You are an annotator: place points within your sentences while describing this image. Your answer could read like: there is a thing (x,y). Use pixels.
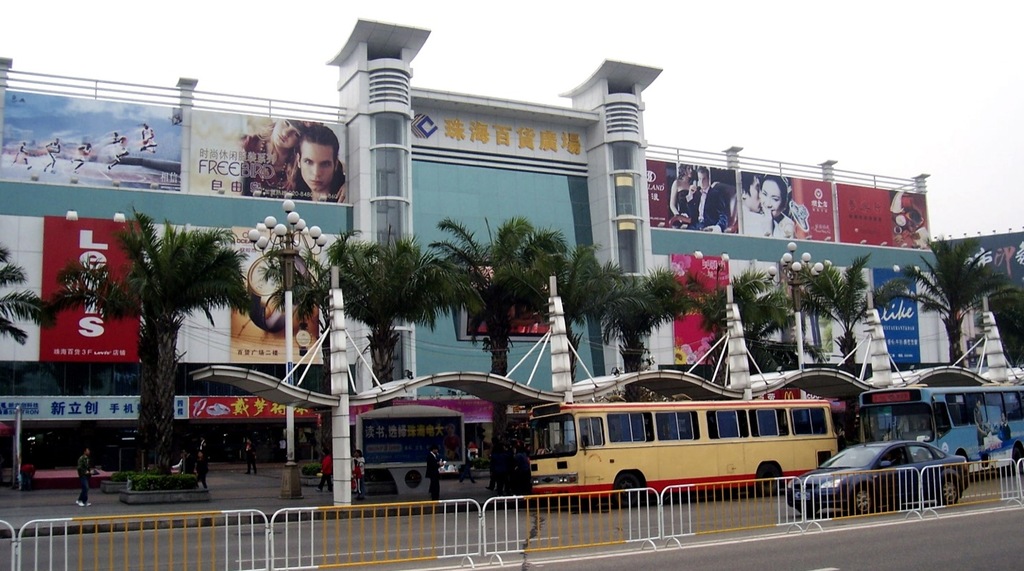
In this image there are trees (757,340), poles (749,358), vehicles (685,456), and persons (86,477). There is a fence (385,512). In the Background (259,199) there is a building (45,194) and on the building (249,226) there are banners (96,248) and posters (262,288) and the sky (761,58) is cloudy.
